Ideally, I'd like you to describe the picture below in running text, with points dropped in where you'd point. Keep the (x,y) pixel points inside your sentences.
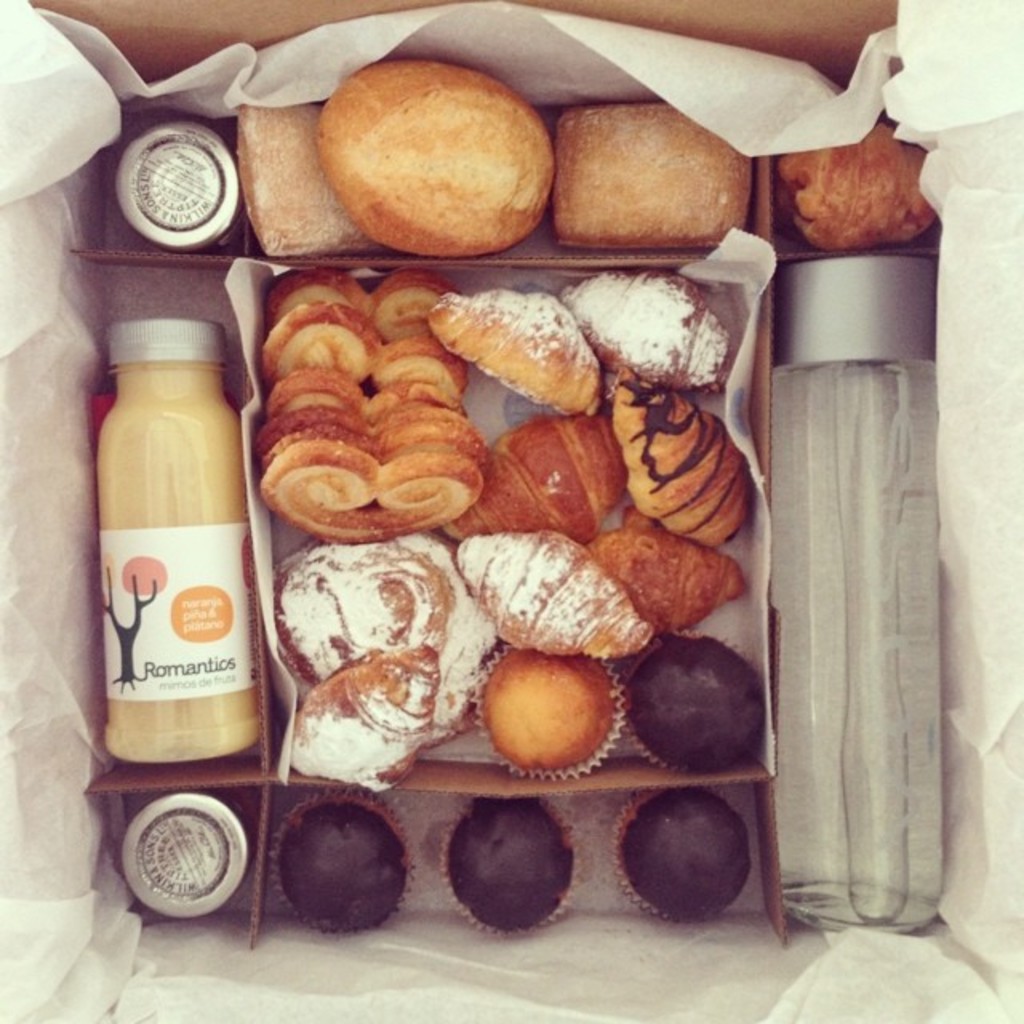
In this image there is a cardboard box (123,808) with a tissue paper (199,919), a bottle of juice (187,456), a water bottle (858,622), a few cupcakes (638,829), a few puffs (627,523) and a few food items (405,135) in it.
